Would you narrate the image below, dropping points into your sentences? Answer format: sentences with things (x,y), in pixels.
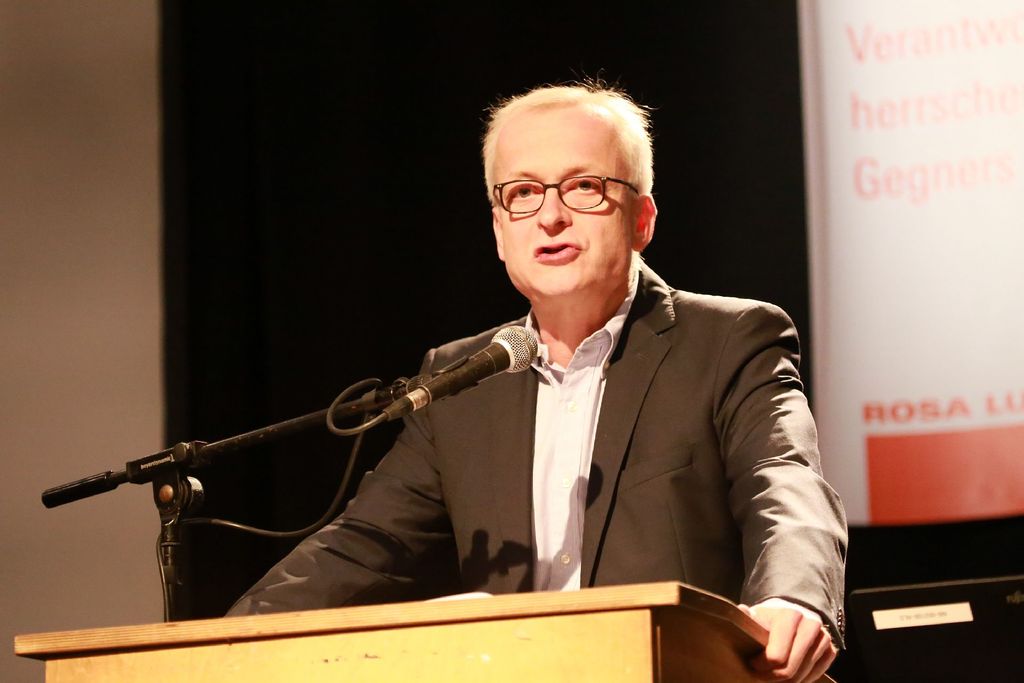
In this picture I can see a man (615,456) is standing in front of a podium (448,656). The man (542,512) is wearing a coat (632,453) and a shirt (593,377). Here I can see microphone (422,385). In the background (58,305) I can see a wall (61,275) and a projector screen (887,274).
